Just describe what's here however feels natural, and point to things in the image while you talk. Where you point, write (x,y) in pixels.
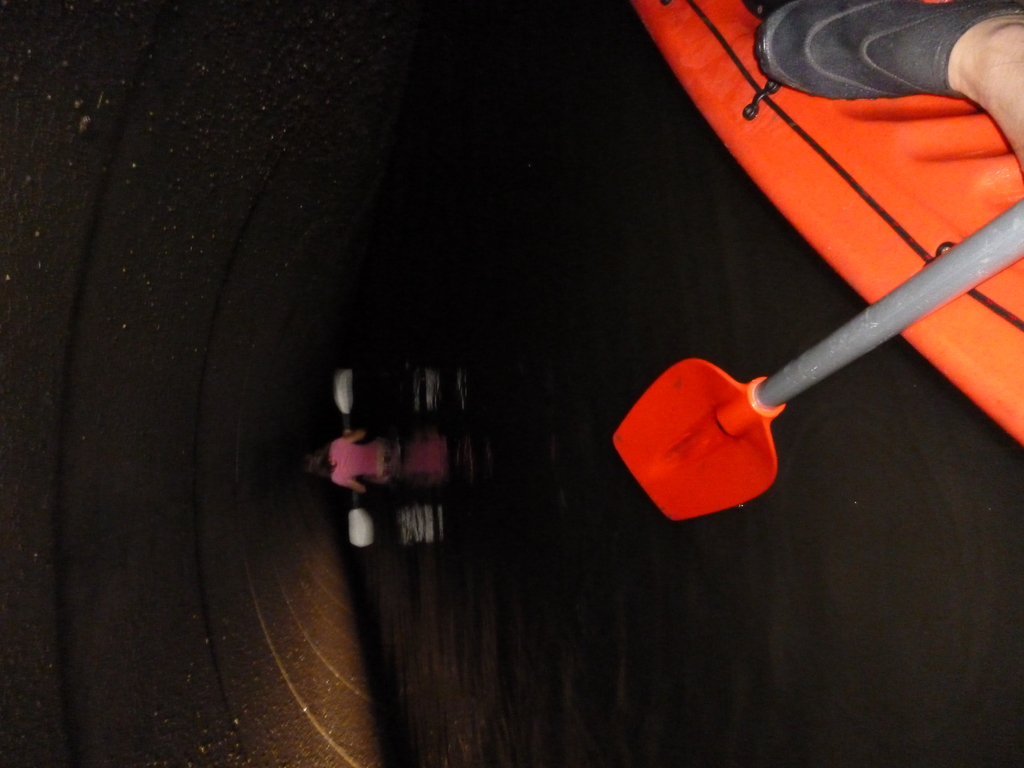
The image is captured from a boat (976,212) and the boat (941,163) is on a water surface (769,494). In a distance there is a person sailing a boat (394,435).
